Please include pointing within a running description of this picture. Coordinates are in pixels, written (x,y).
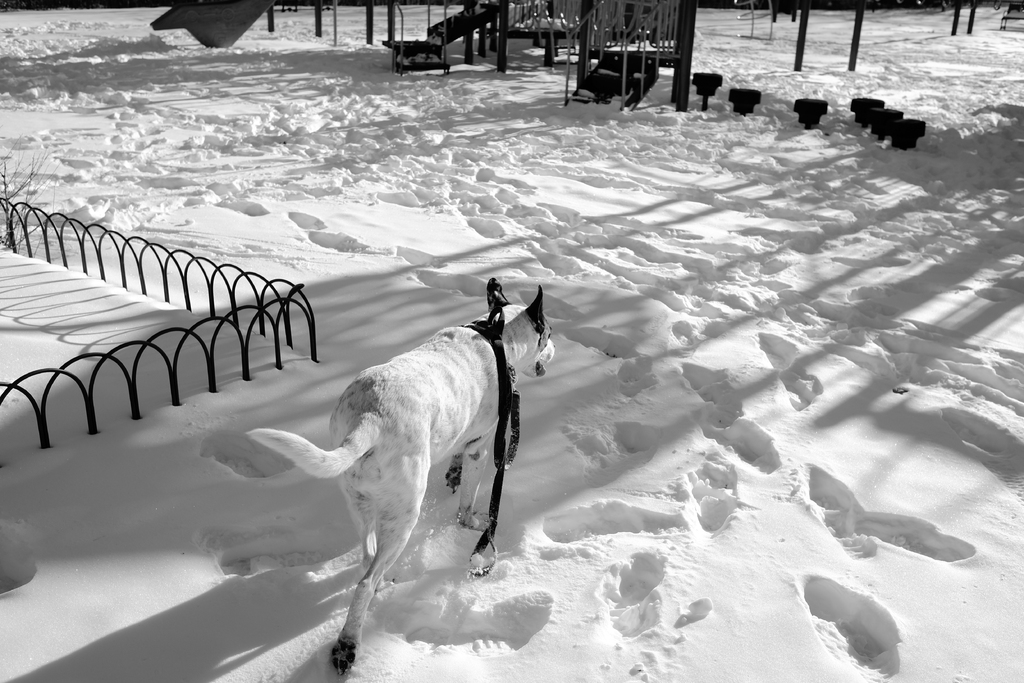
This picture shows a dog (480,475) walking in the snow (475,310) and we see a string (494,481) to its neck (477,343) and the dog (483,448) is white in color. we see few poles (625,39).
